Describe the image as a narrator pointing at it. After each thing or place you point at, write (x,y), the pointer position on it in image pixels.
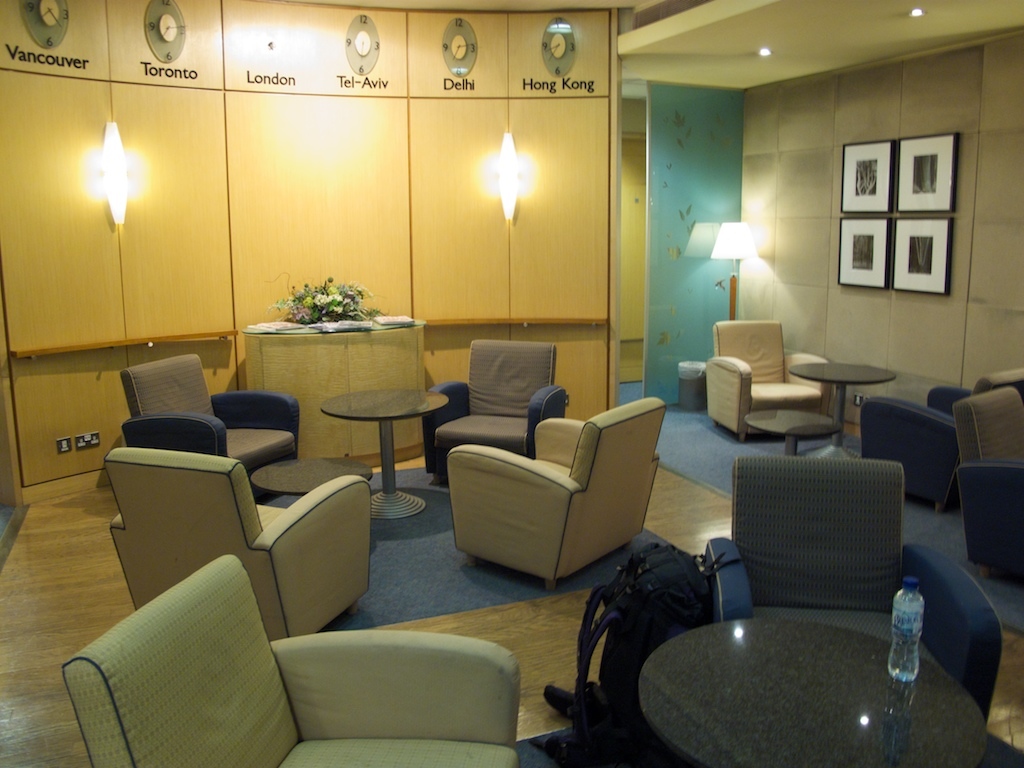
In this picture we can see tables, chairs (493,516) on the floor (485,561), here we can see a bag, bottle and in the background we can see a lamp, cupboards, flower bouquet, lights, wall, photo frames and some objects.
